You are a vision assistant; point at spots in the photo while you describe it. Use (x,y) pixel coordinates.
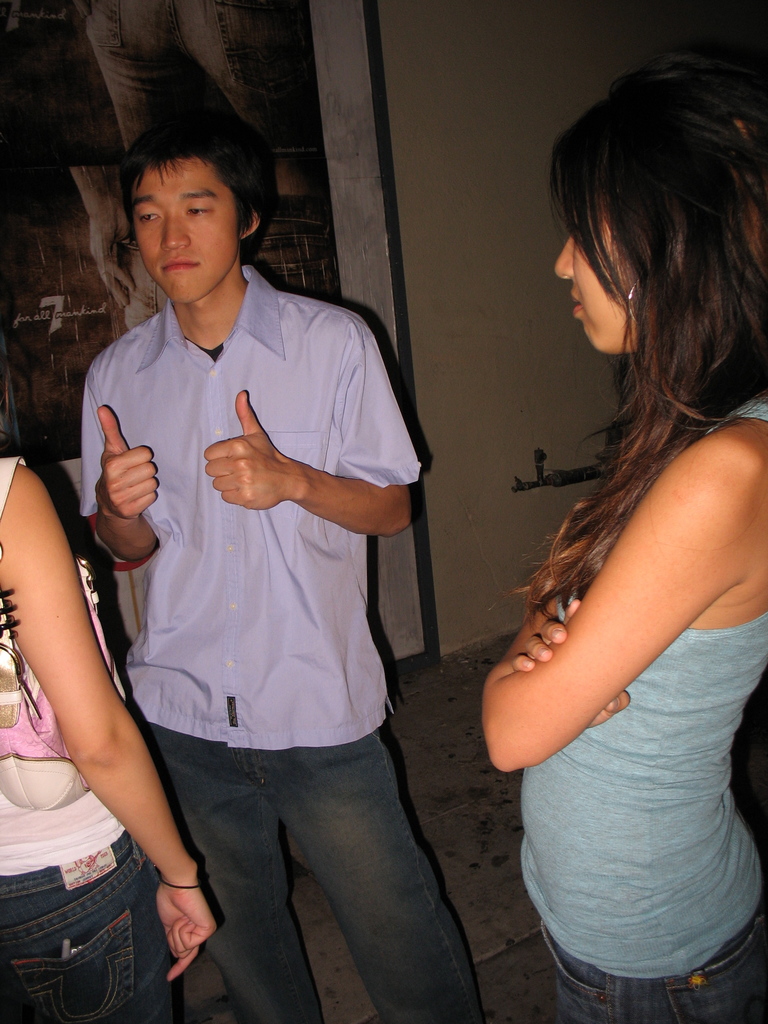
In the image we can see three people (242,735) standing and wearing clothes (161,771). We can see the floor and the wall (450,337).
